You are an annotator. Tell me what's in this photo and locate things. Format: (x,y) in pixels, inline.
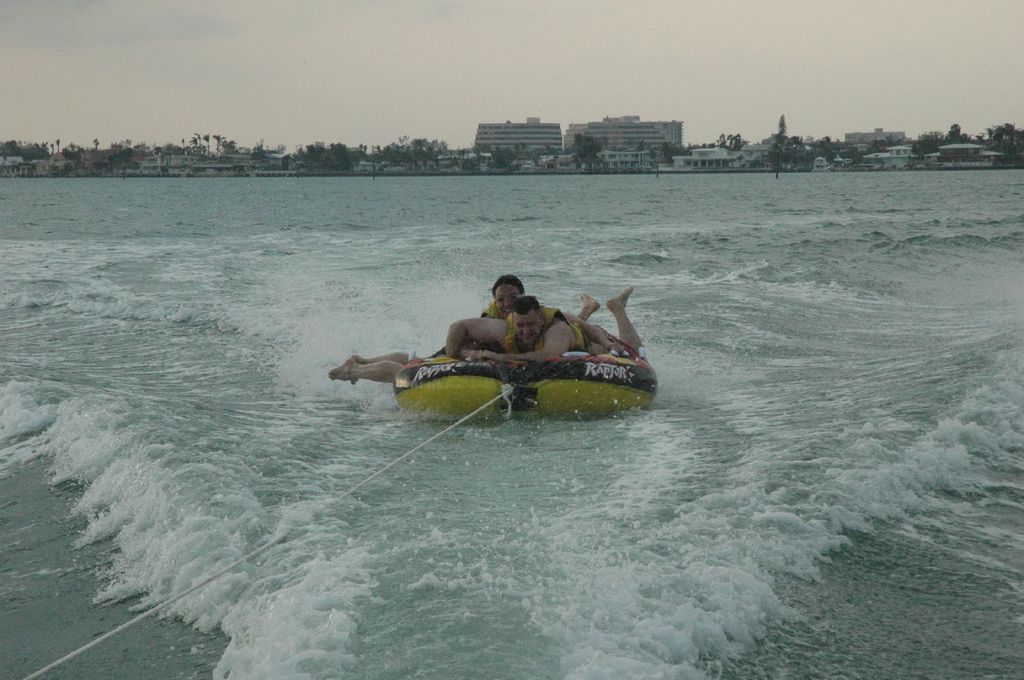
In this picture we can see two people (472,337) on the inflatable boat (574,365) and the boat (464,386) is tied with a rope (470,416), also we can see water (805,295), few buildings (721,154) and trees (770,164).
